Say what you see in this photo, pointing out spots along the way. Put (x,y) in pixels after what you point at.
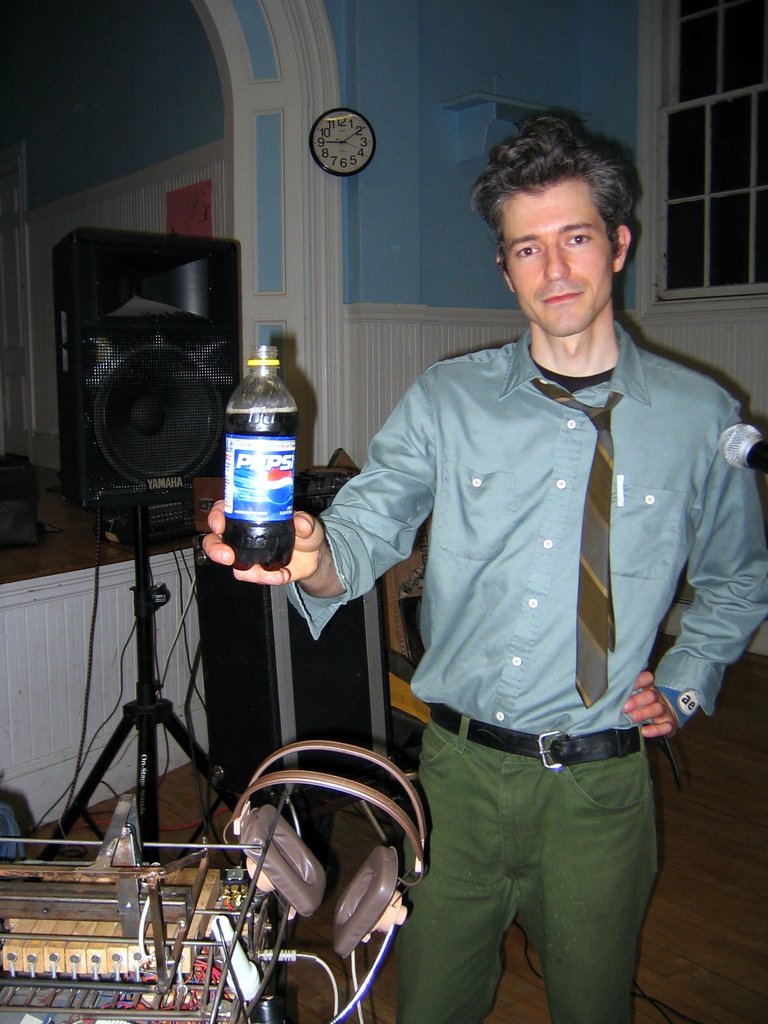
On the right side of the image (518,692) there is a man (504,609) standing, wearing a shirt (369,562) and holding a bottle (262,524) in his hand (292,567). On the left side (105,368) there is a speaker (116,395). In the background (302,214) I can see a wall (253,148) and a clock (322,152). On the left corner of the image (123,940) there is a musical instrument (179,938).
